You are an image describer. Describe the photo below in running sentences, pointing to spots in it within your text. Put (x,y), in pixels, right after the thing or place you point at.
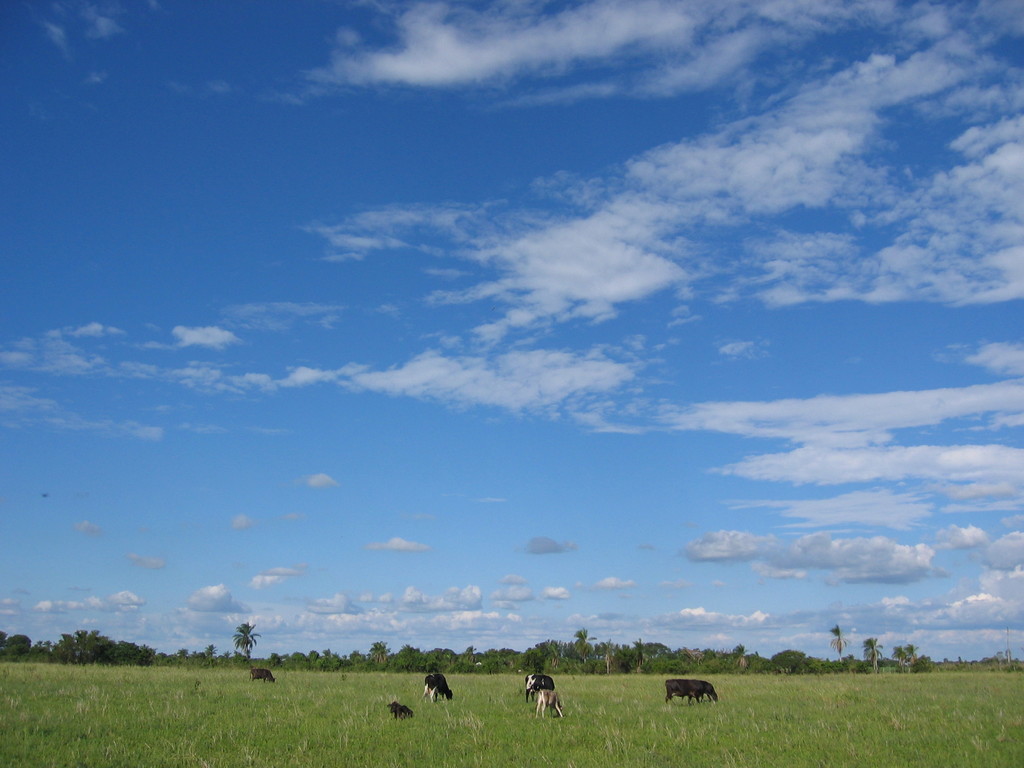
In front of the image there are cows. At the bottom of the image (665,748) there is grass (744,746) on the surface (723,735). In the background of the image (440,655) there are trees (797,662). At the top of the image (766,241) there are clouds (603,416) in the sky (451,449).
